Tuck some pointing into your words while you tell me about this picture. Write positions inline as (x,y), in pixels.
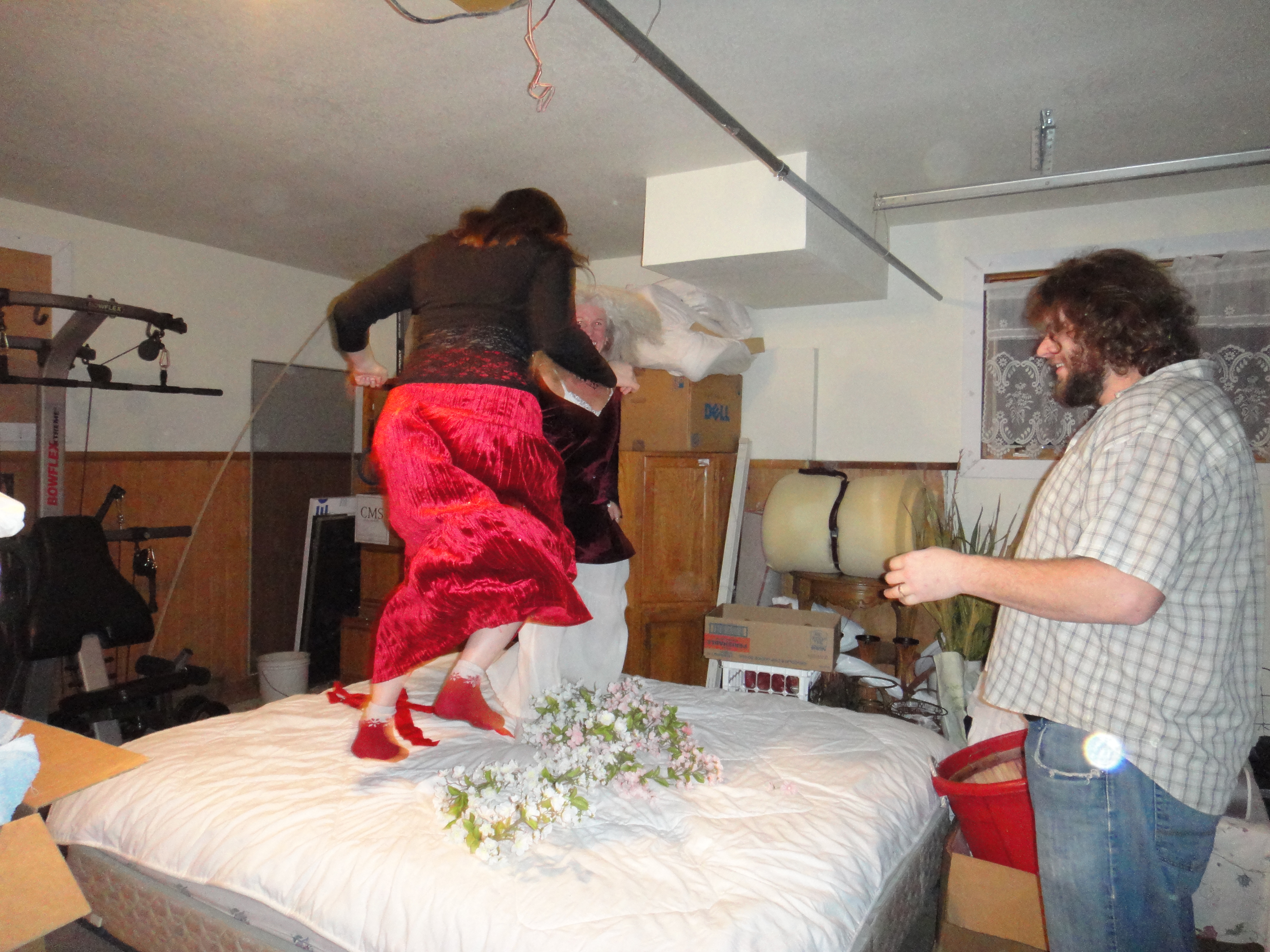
In this image there is a women (479,289) with black shirt (483,326) and red skirt (476,511), she is jumping on the bed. There is an another women (584,595) standing on the bed (640,846), there is a man (1118,868) standing at the bed (640,852). There is a red tub (997,799) on a cardboard box (966,902) behind the man (1143,651), there is a plant (968,647) and stool (900,626) at the back (970,625) and at the left (83,593) there is a machine (74,540) and the top there is a wire (540,80).
